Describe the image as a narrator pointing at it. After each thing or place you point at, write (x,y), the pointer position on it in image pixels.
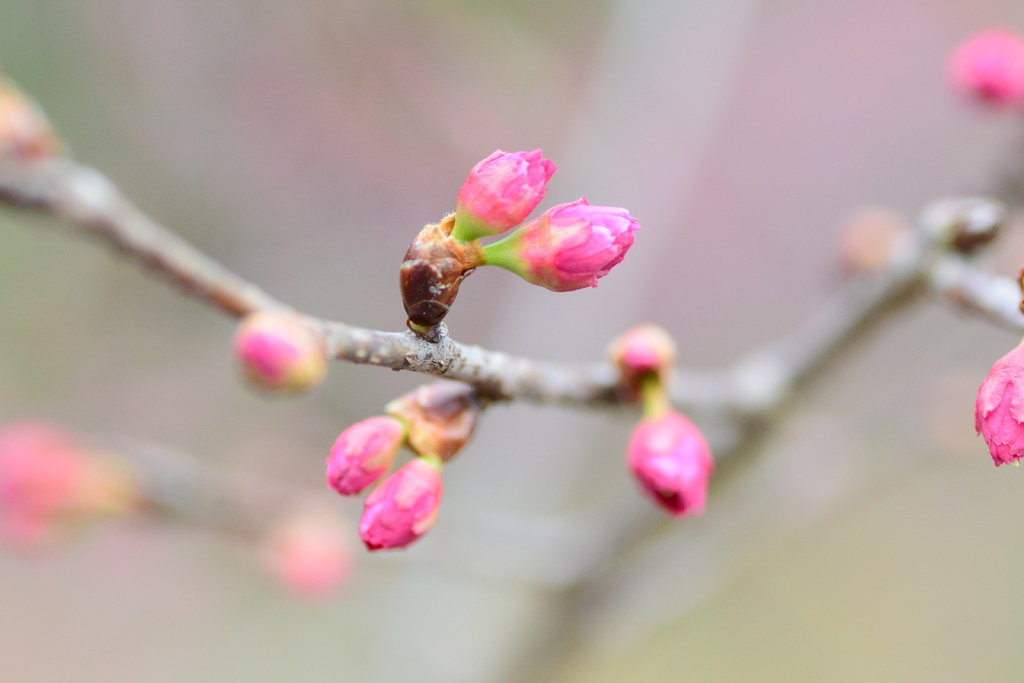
This is a plant (250,324).
